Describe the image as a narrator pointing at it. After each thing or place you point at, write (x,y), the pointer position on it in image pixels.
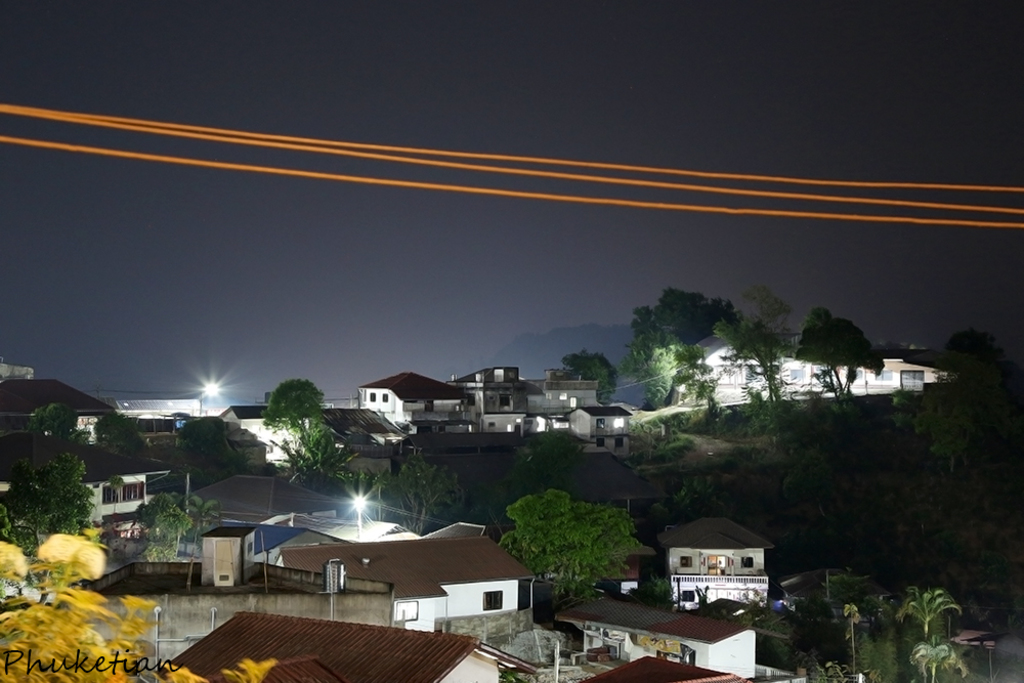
this image is clicked from a top view. There are houses (429,567) and trees (558,477) in the image. Beside the houses (317,491) there are street light poles (354,498). At the top (368,165) there is the sky (520,76). In the bottom left (45,669) there is text (102,659) on the image. There are wires (1003,225) in the air (823,224).
